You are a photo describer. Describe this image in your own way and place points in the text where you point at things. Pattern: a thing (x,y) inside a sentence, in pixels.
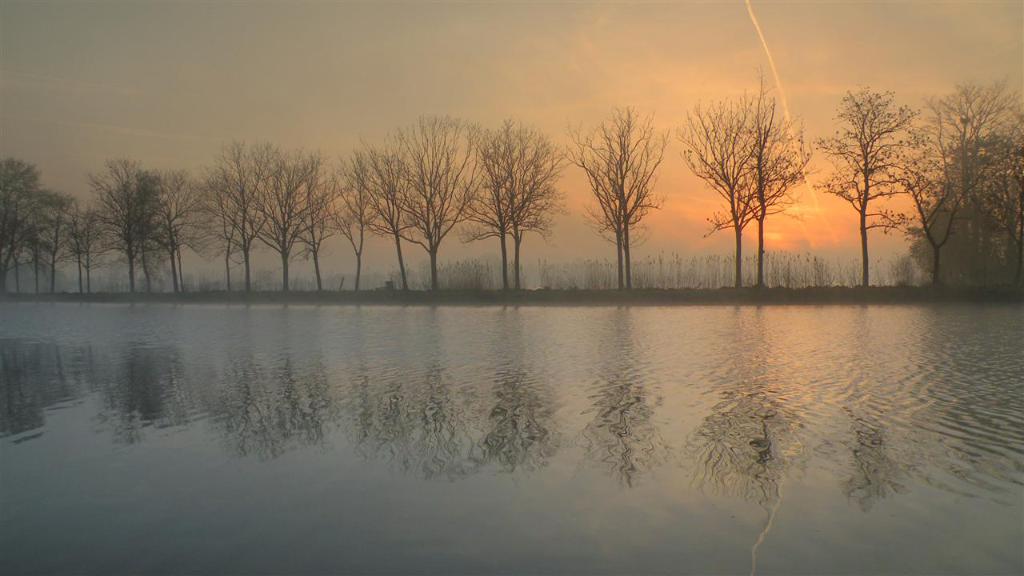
In this image I can see few trees (953,207), water (710,521) and the sky (322,79) is in orange, yellow, grey and black.
